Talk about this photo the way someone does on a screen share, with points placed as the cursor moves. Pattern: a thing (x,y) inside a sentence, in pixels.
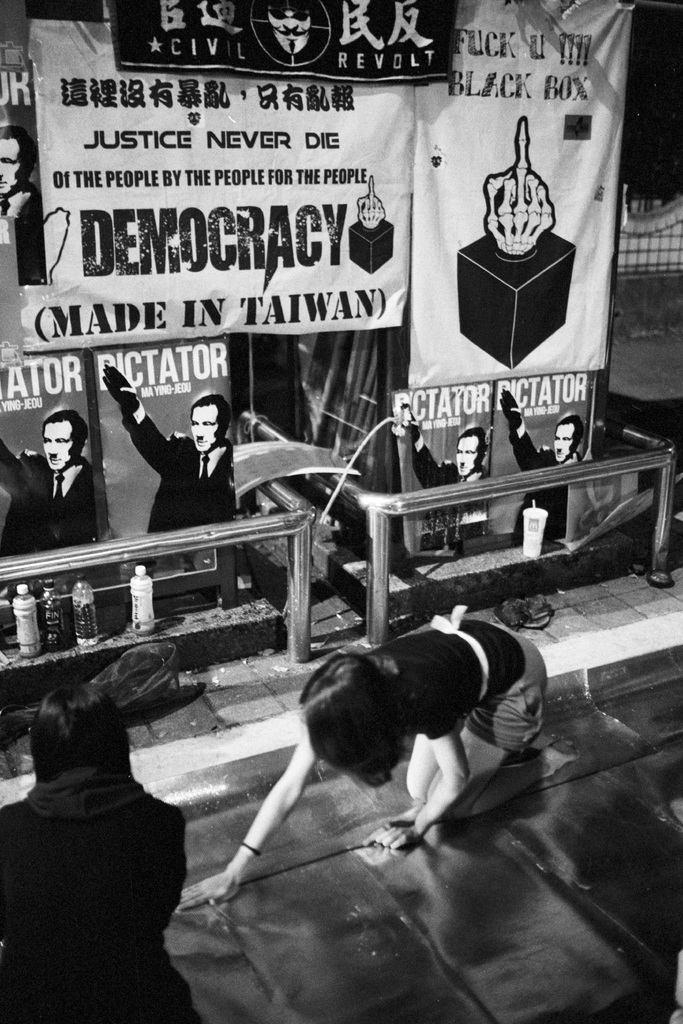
In this picture there are two women (221,878) on the floor (236,816). In the background (449,227) we can observe several posters (219,278). There are some bottles (146,592) placed here.
